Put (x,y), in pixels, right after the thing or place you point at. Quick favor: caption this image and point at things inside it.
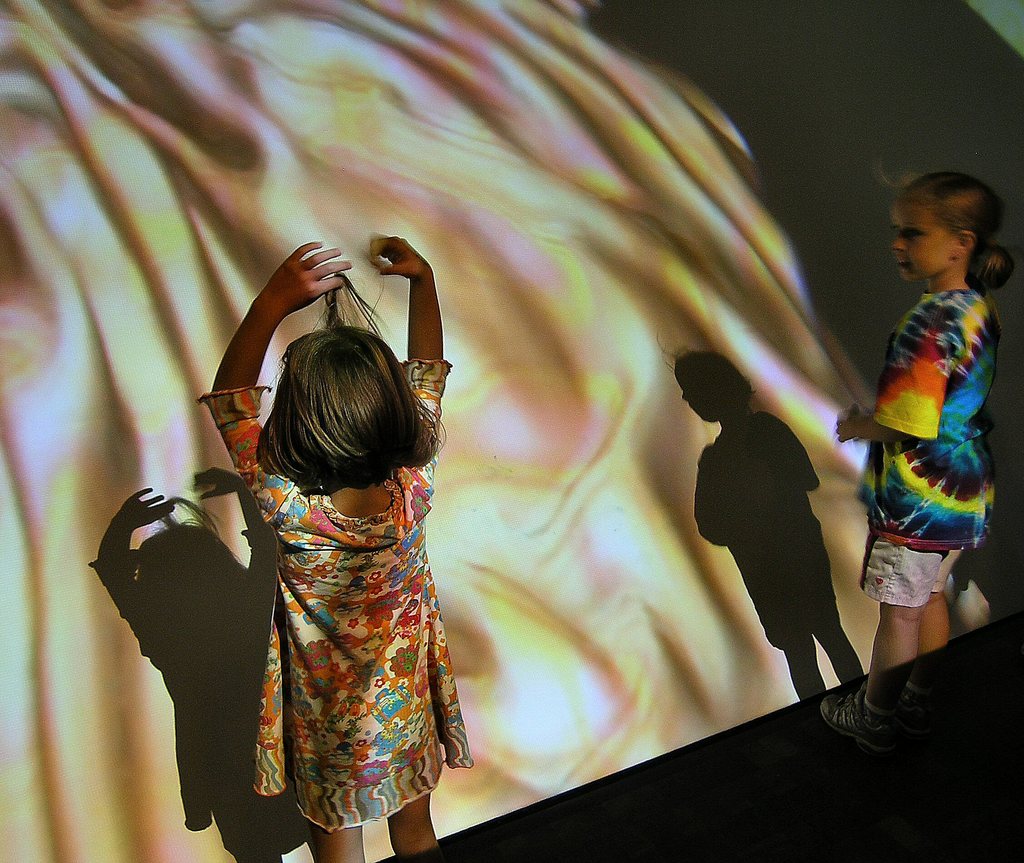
In this image we can see there are two people (392,772) standing and in front of them it looks like a screen (711,445).
